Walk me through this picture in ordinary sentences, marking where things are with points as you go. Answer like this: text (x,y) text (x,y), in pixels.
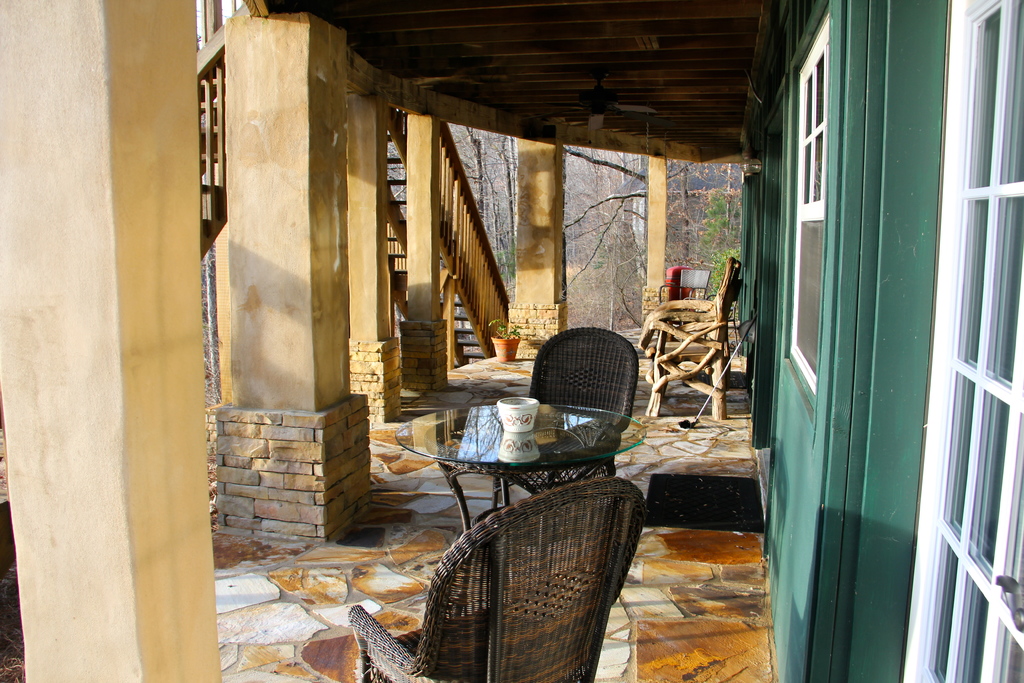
In this image there is a wall (793,270) towards the right of the image (838,227), there are windows (803,245) towards the right of the image (813,310), there is a door (981,338) towards the right of the image (990,219), there are chairs (553,584), there is a table (519,445), there is an object (527,416) on the table (543,416), there is ground (343,646) towards the bottom of the image (692,633), there is a flower pot (505,344), there is a plant (509,332), there are objects (694,487) on the ground (707,437), there are pillars (329,269), there is staircase (441,245), there are trees (573,199), there is a roof (531,74) towards the top of the image (513,43).
